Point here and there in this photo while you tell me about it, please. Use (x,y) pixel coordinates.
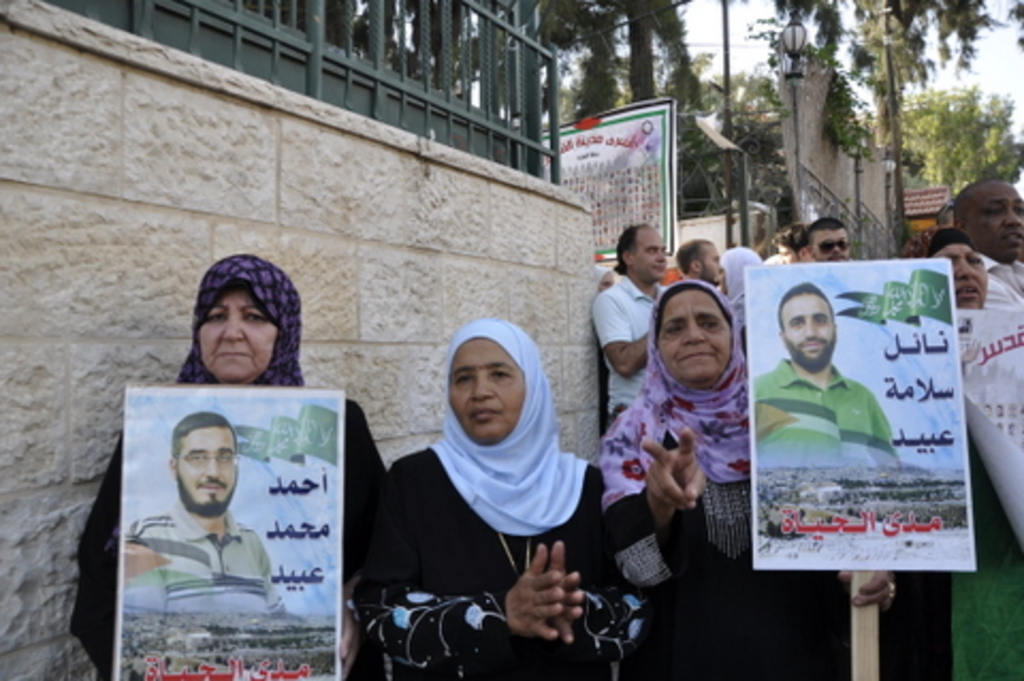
In this picture there are group of people (994,246) standing and there are three persons (940,237) holding the placards (171,444) and there is a picture (245,459) of a person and there is a text (171,680) on the placards (300,433). At the back (791,154) there are buildings (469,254) and trees (950,134) and there is a banner (599,158) and there is a street light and there are wires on the pole (886,225). At the top (689,24) there is sky (719,16).
